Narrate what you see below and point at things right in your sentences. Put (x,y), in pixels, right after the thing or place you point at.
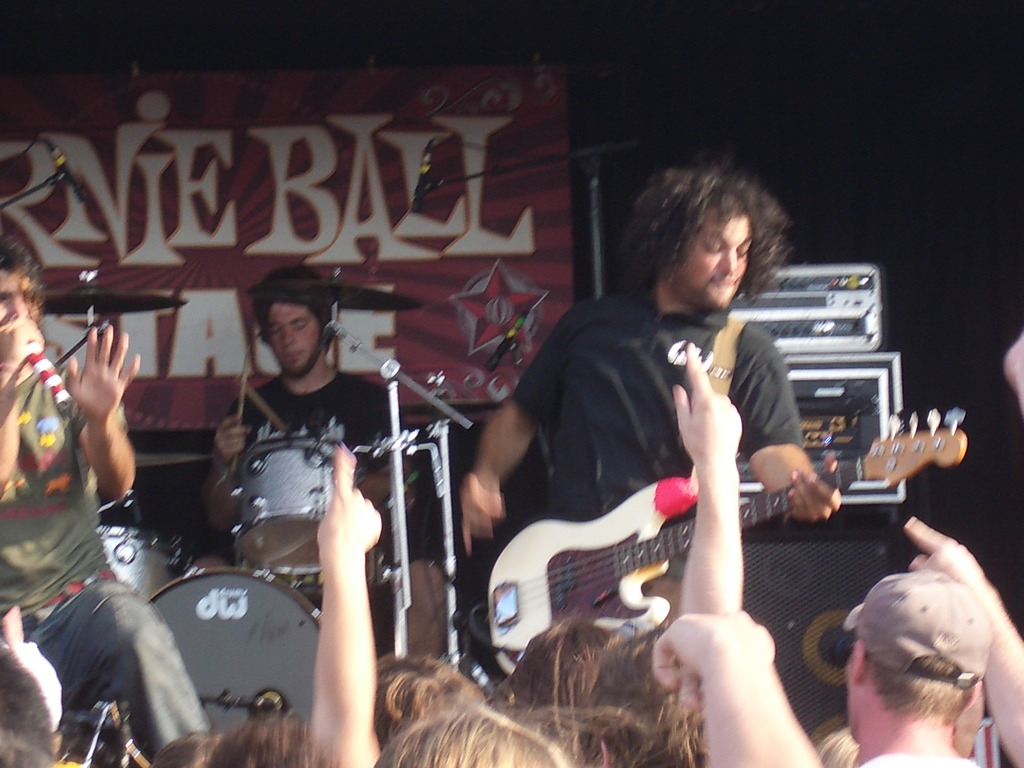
It is open air concert here are the audience (448,726) who are enjoying the music, there are three people (214,463) standing on the stage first person (603,504) is holding guitar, second person (298,405) is playing drums (273,526), third person (83,382) is singing song in the background (859,347) there is a music system (859,374) and also a banner (376,184).
